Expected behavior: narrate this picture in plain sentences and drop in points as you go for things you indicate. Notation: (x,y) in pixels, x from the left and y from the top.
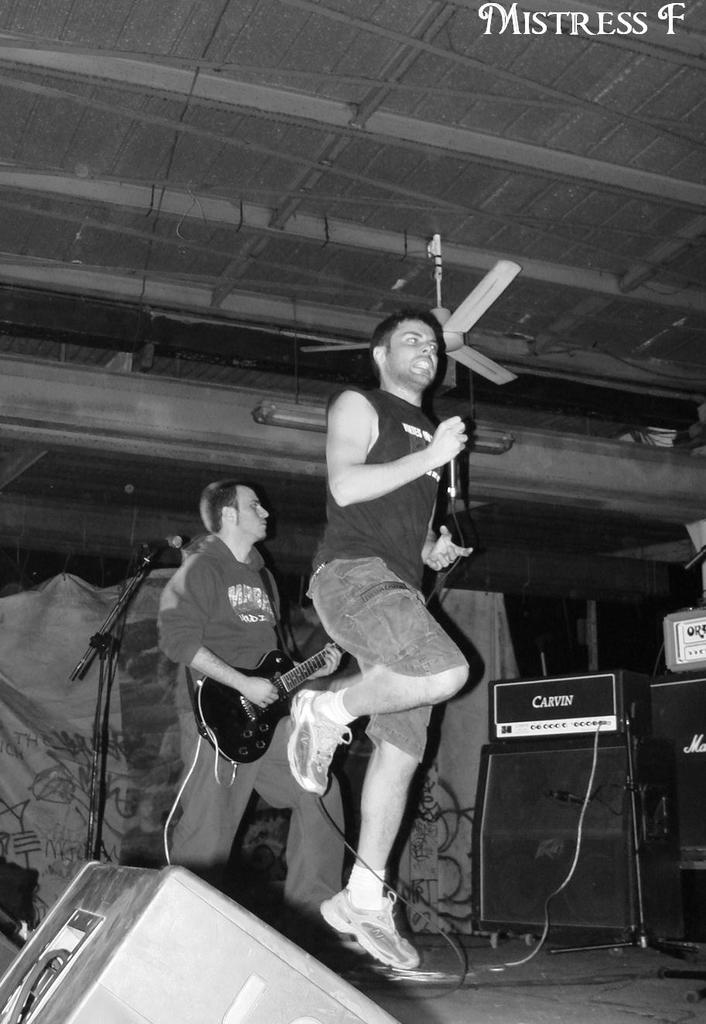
In the middle (311,670) a man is playing guitar (255,678) and here a man (436,633) is jumping at the top (459,315) it's a fan (447,344).
